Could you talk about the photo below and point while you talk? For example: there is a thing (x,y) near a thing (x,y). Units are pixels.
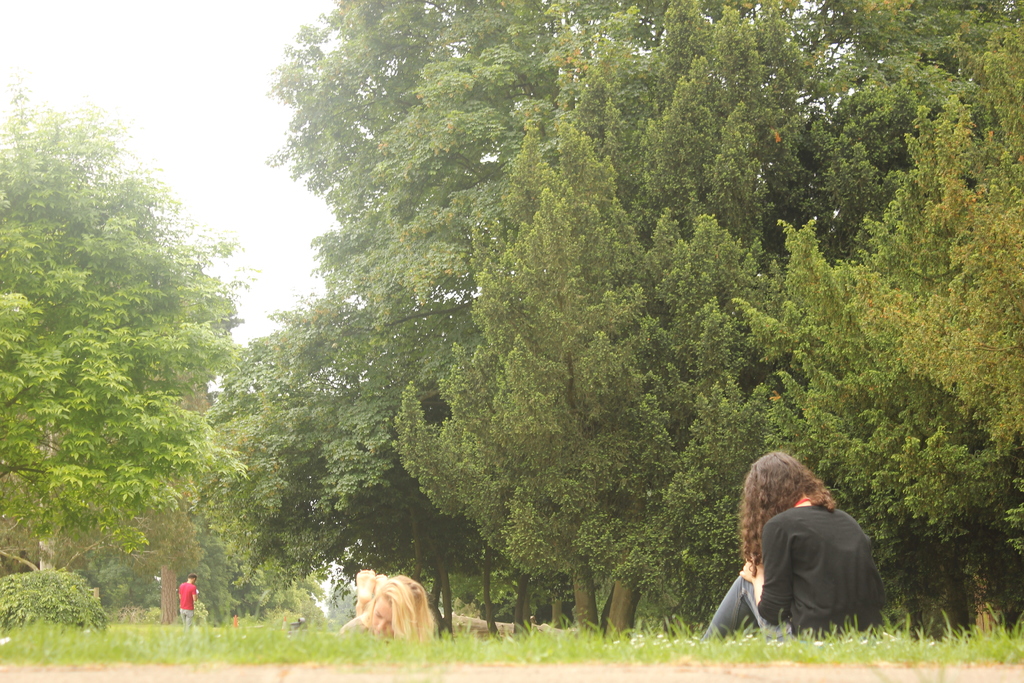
In this image I see 2 women (398,626) who are on the grass (250,652) and I see a person (188,603) over here who is wearing red t-shirt (190,589) and blue jeans (193,621) and I see trees (36,506). In the background (205,31) I see the clear sky (218,169).
